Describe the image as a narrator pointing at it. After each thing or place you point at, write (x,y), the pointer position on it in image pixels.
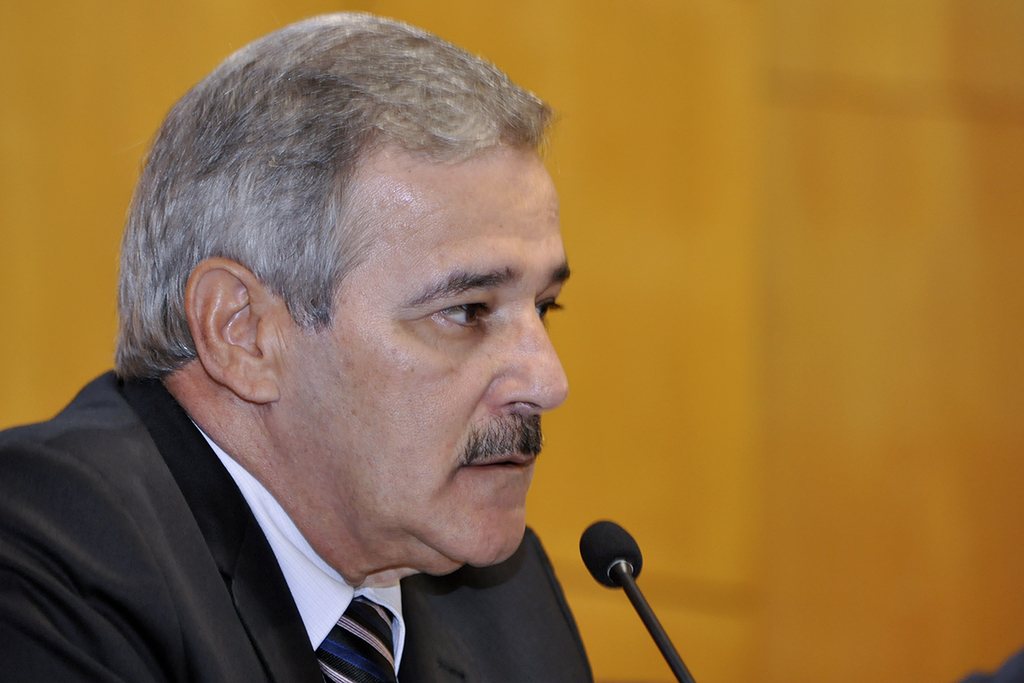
There is a man (406,357) and a mic (610,560) in front of him in the foreground (509,430).
